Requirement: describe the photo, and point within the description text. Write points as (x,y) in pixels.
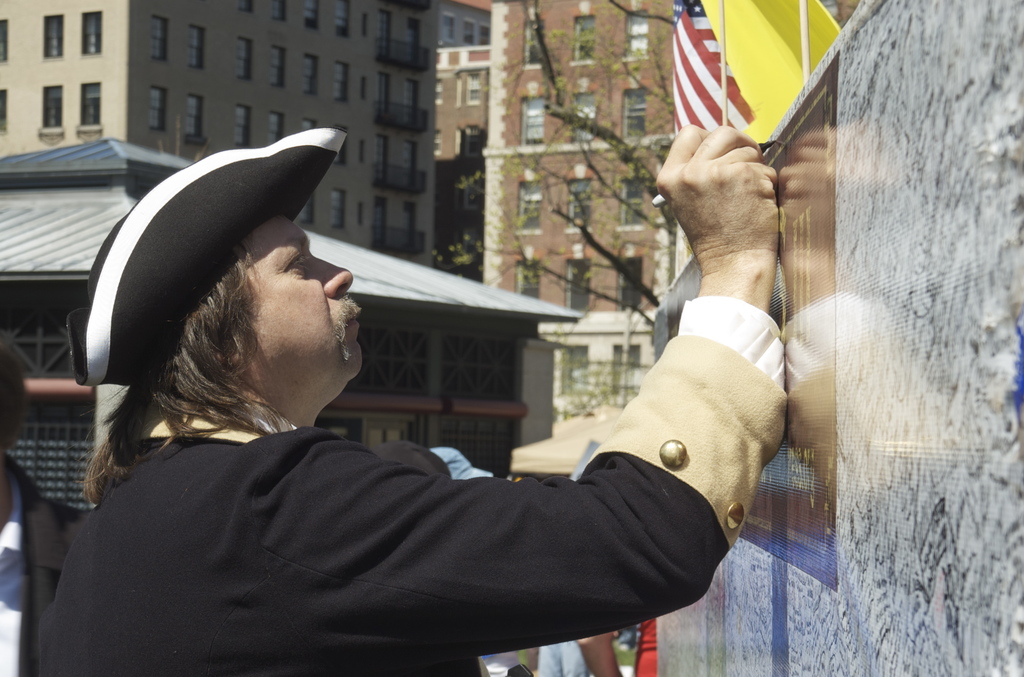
In this picture there is a person (267,535) wearing black dress (397,520) is holding a pen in his hand (717,168) and writing something on the wall (787,130) in front of him and there few buildings (394,87) and a tree (581,130) in the background (447,78).
